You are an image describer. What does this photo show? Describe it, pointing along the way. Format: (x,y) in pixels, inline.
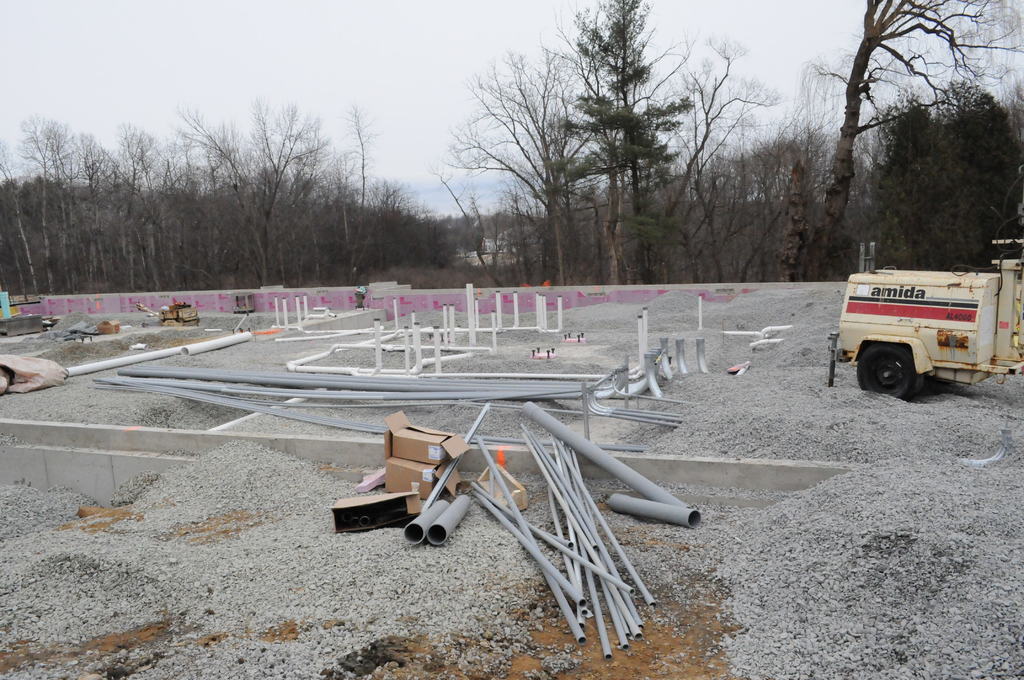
Here in this picture we can see heaps (1002,530) of gravel (703,424) present on the ground (138,403) and we can also see plastic pipes (295,376) and card board boxes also present and on the right side (867,363) we can see a machinery (962,349) present and in the far we can see plants (951,148) and trees (273,174) present on the ground (227,352) and we can also see the sky (327,137) is cloudy.
